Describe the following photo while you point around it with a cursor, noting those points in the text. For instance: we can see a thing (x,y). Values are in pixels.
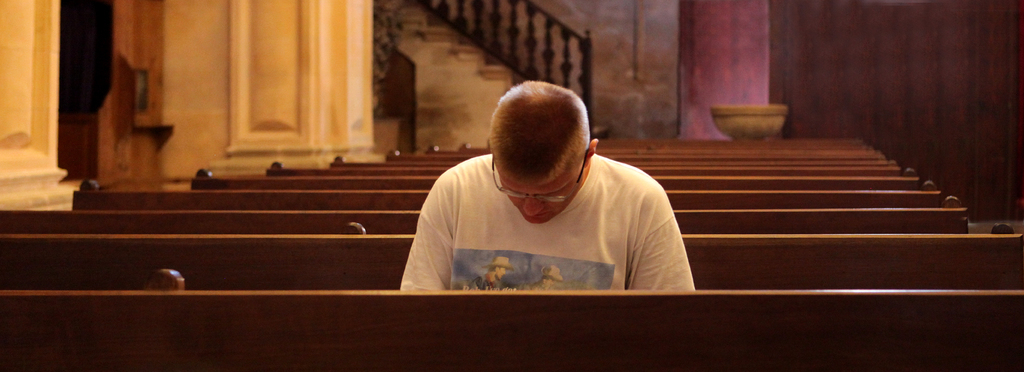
In the picture I can see a person (507,264) wearing white color T-shirt (482,228) sitting on a bench (318,257), there are some benches (303,261) and in the background (217,163) there is a wall (232,163) and staircase (529,50).
